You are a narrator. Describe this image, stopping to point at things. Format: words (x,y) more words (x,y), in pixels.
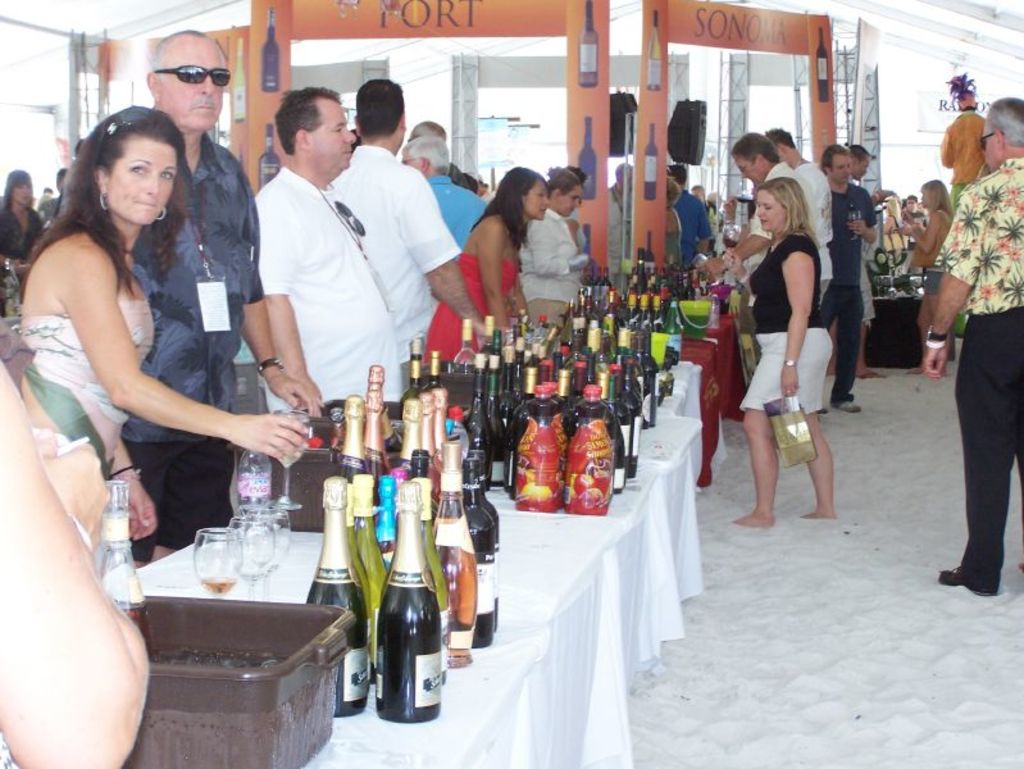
There are many people (797,387). Also there are tables (563,624) with white cloth (536,552). On that there are bottles (343,484), glasses (241,548) and baskets (240,610). In the background (399,13) there is a poster (364,23) with something written. Also there are images (826,93) of bottles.
